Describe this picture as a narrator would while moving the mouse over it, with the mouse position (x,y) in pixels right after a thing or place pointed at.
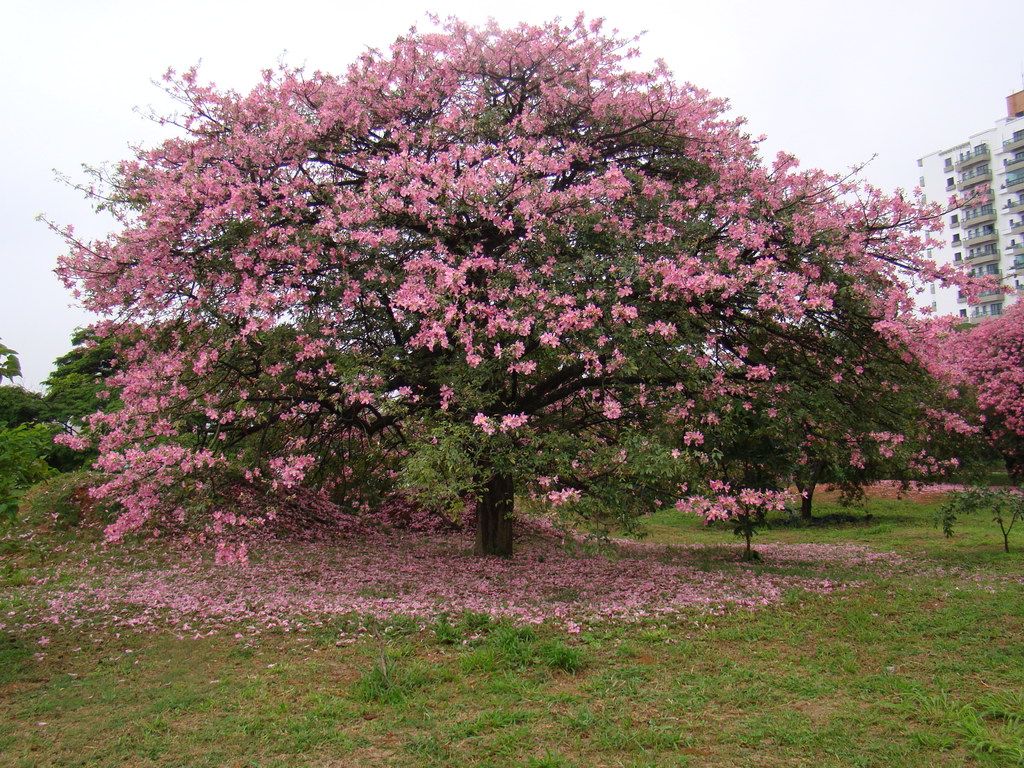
In this image I can see few flowers (708,199) in pink color, background (980,216) I can see few trees (433,410) in green color, buildings (923,199) in white color and the sky (148,131) is also in white color.
